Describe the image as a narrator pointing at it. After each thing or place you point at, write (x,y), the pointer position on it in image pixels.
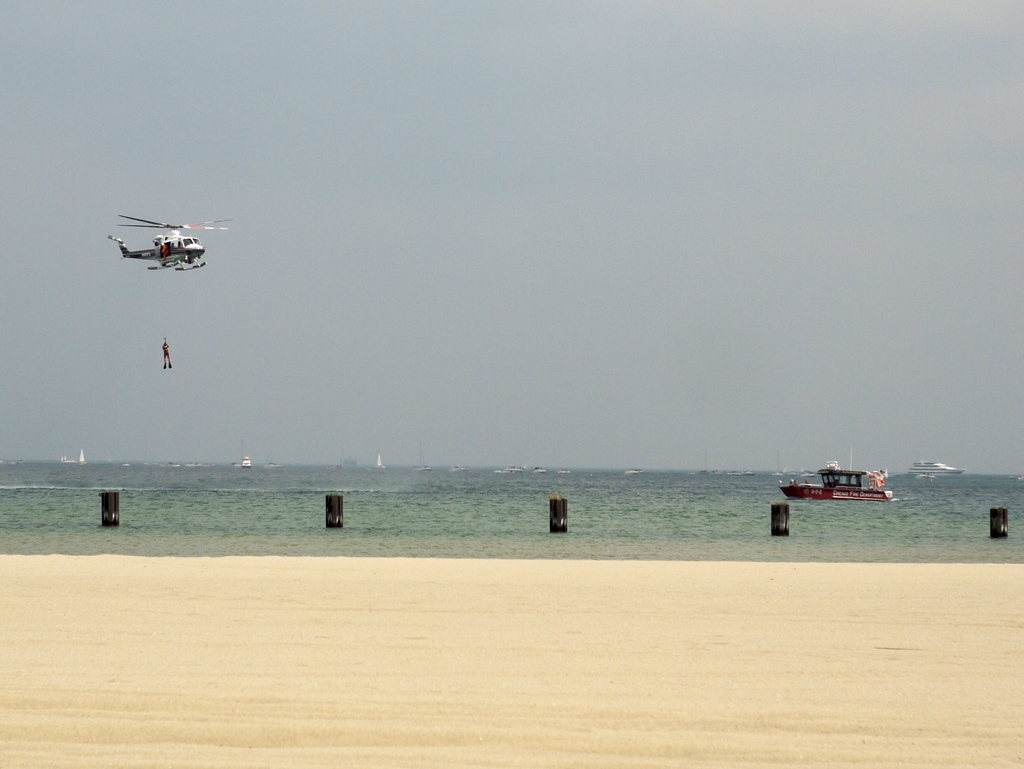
The picture consists of a water body (606,526). In the center of the picture (565,510) there are some wooden poles (550,519). In the background (862,481) there are boats (274,464) in the water (911,487). At the top (175,249) there is a helicopter (190,245), to the helicopter (161,257) there is a person (164,345) hanging. Sky (517,294) is cloudy.
